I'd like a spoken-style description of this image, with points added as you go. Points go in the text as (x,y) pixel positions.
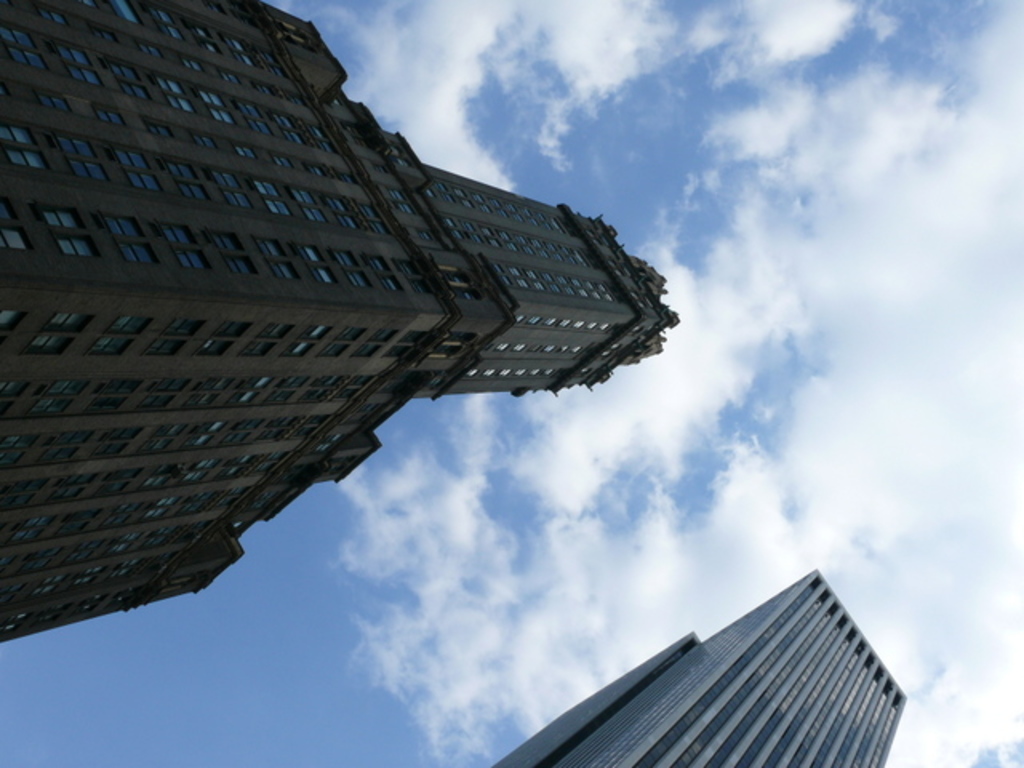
In this picture there are skyscrapers (490,370) in the image.
